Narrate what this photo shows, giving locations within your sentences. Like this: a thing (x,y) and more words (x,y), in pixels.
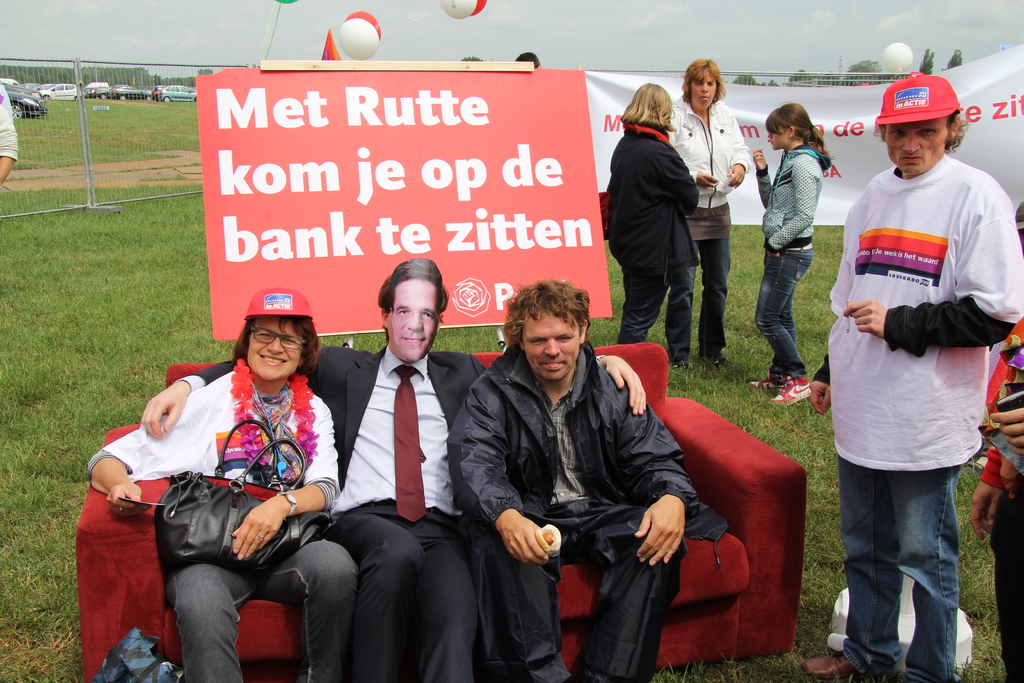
There are three people (319,542) sitting on the red color couch (760,481). This is the board (352,114). I can see group of people (784,227) standing. This looks like a banner (829,99). These are the balloons (362,25). Here is the grass (87,388). I think these are the barricades (117,111). This person (396,345) wore a face mask (397,338). I can see few cars (122,92), which are parked behind the barricades (75,82).
